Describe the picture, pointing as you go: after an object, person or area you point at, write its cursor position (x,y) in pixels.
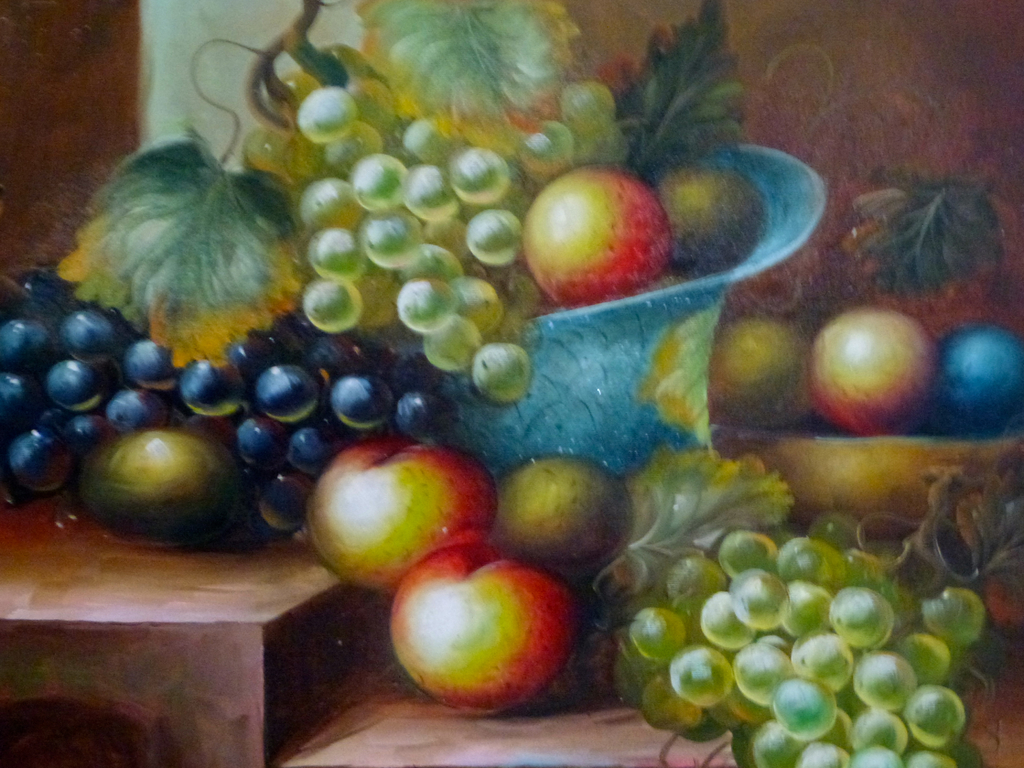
In this image there is an art (882,606) of a few grapes (386,313) and fruits (904,356).
